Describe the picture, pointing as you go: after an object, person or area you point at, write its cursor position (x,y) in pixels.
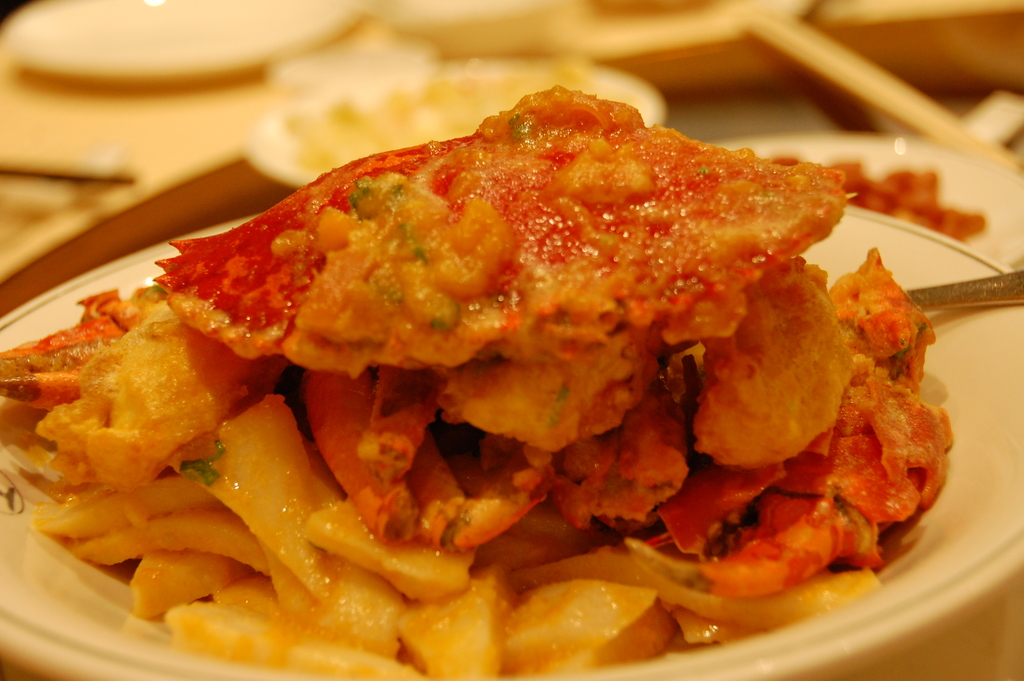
In this image I can see few food items (567,519) in the plate (911,621) and the food items (385,363) are in red and cream color and I can see the blurred background (501,16).
